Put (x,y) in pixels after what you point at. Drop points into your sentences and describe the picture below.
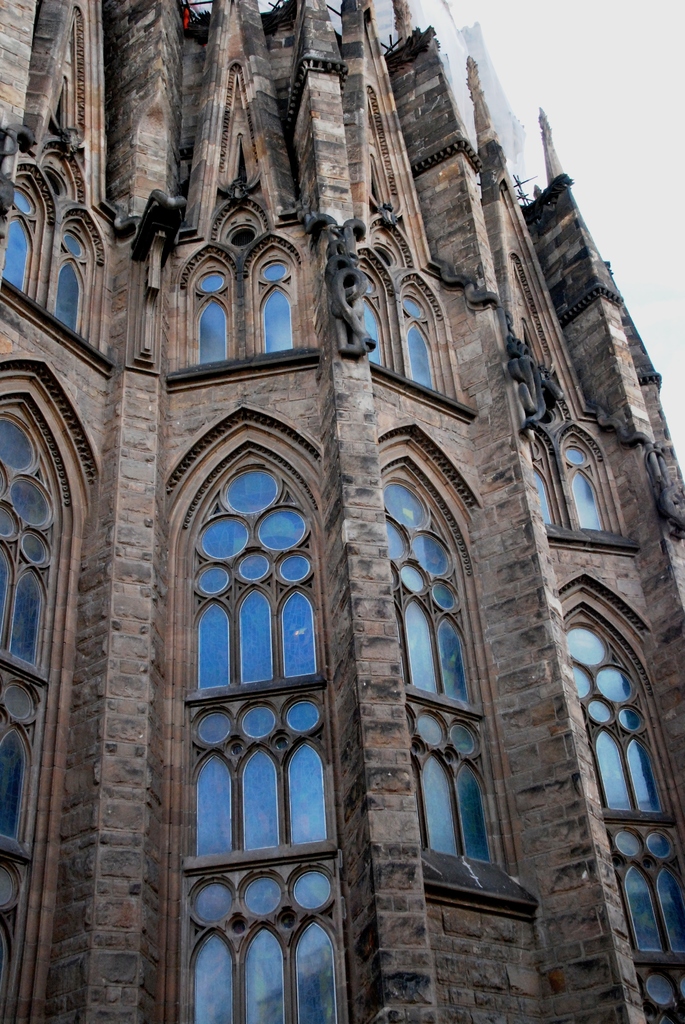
In the center of the image (269,547) there is a building (464,511). In the background (591,119) there is sky (601,105).
